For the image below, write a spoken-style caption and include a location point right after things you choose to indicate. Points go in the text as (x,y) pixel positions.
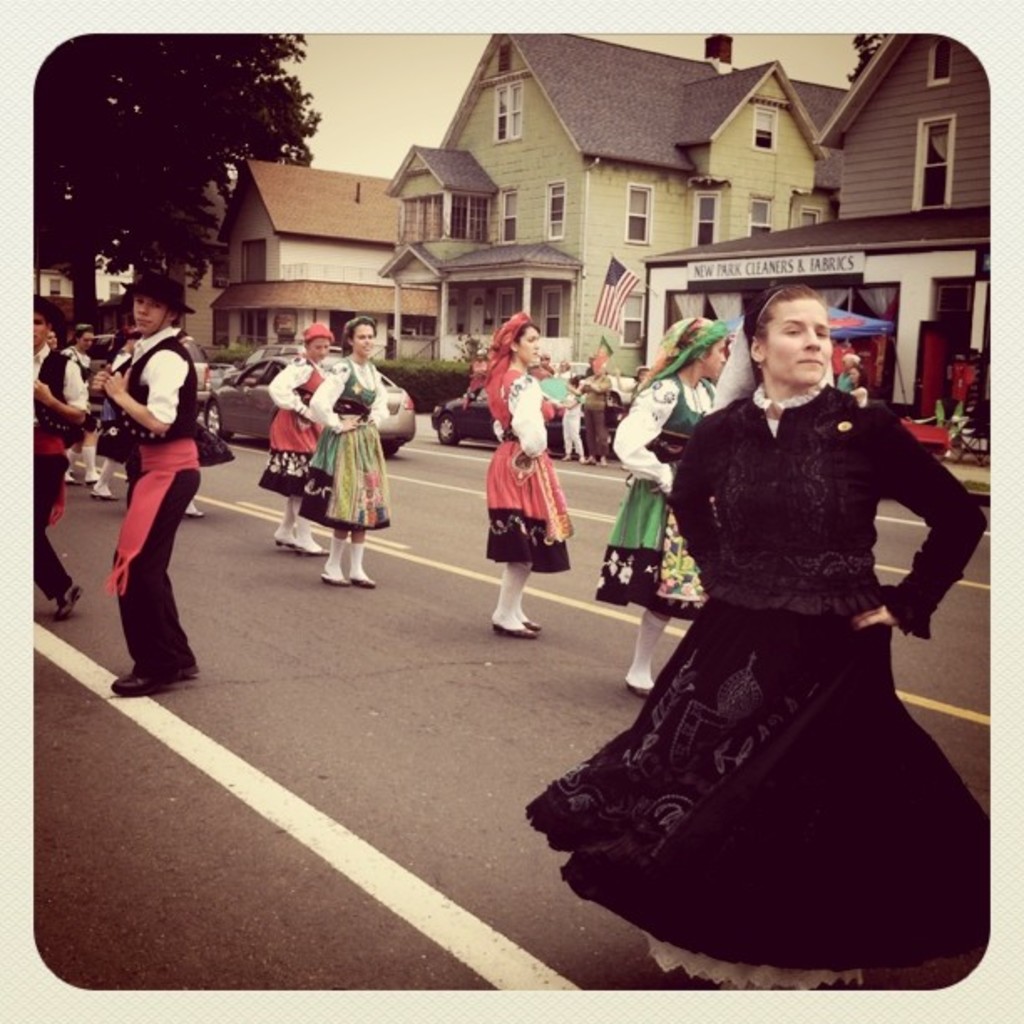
In this image we can see a photograph (246,381) on a album page (22,419). In the photo (318,507) we can see few persons (303,462) are dancing on the road (467,468), vehicles (203,383), buildings (273,280), windows (404,226), tree (133,110), flag (617,301), objects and sky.
